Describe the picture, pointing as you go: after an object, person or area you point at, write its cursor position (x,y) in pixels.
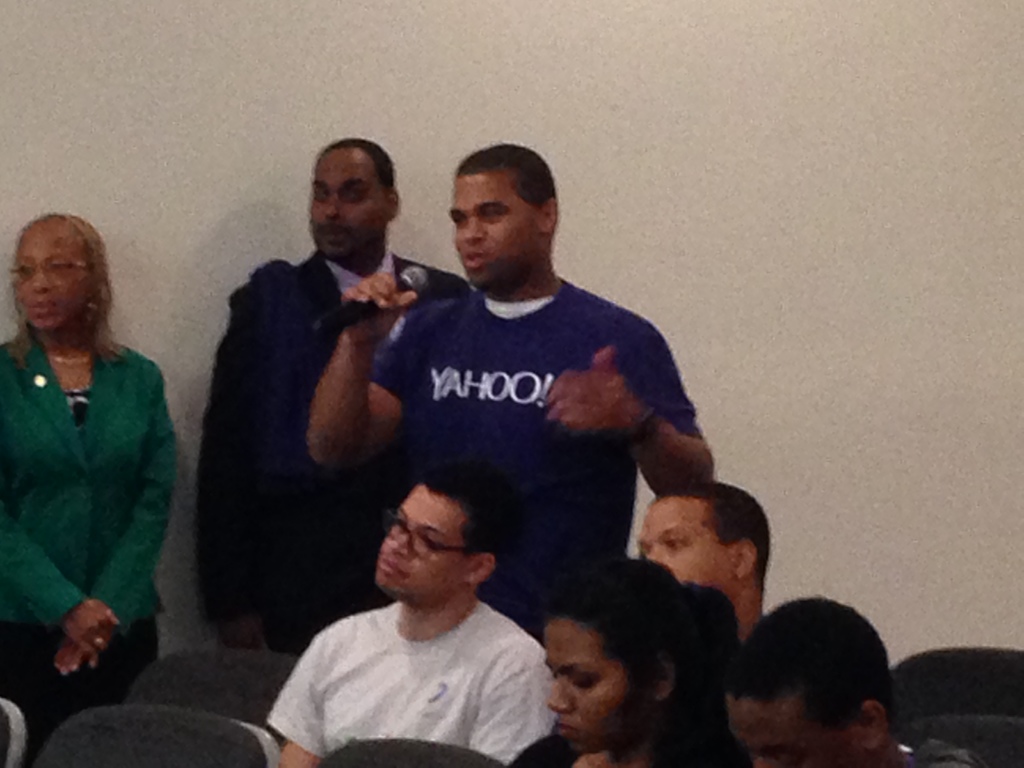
In this image, there are a few people (543,292). Among them, a person (461,255) is holding a microphone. We can see some chairs (970,650) and the wall (964,188).
